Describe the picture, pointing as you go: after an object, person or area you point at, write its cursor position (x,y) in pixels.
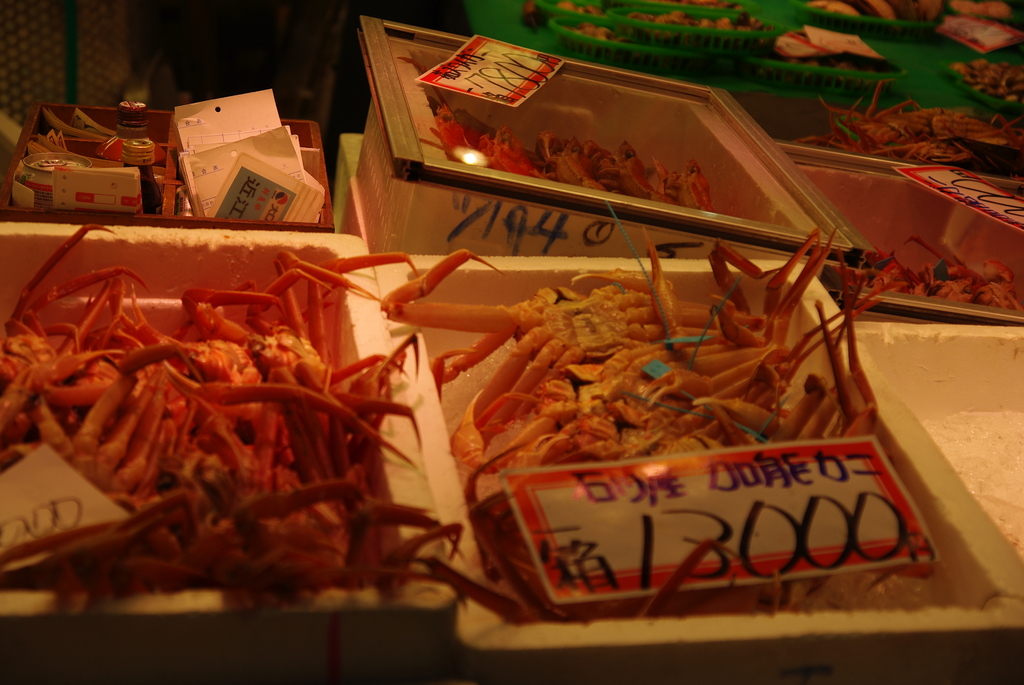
In this image I can see the boxes (759,293) with food items (659,260). To the left (185,176) I can see some papers (201,189), tins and bottles (137,128). In the back (631,25) there are green color trays (677,62). I can also see the stickers (644,536) to the boxes (757,236).
